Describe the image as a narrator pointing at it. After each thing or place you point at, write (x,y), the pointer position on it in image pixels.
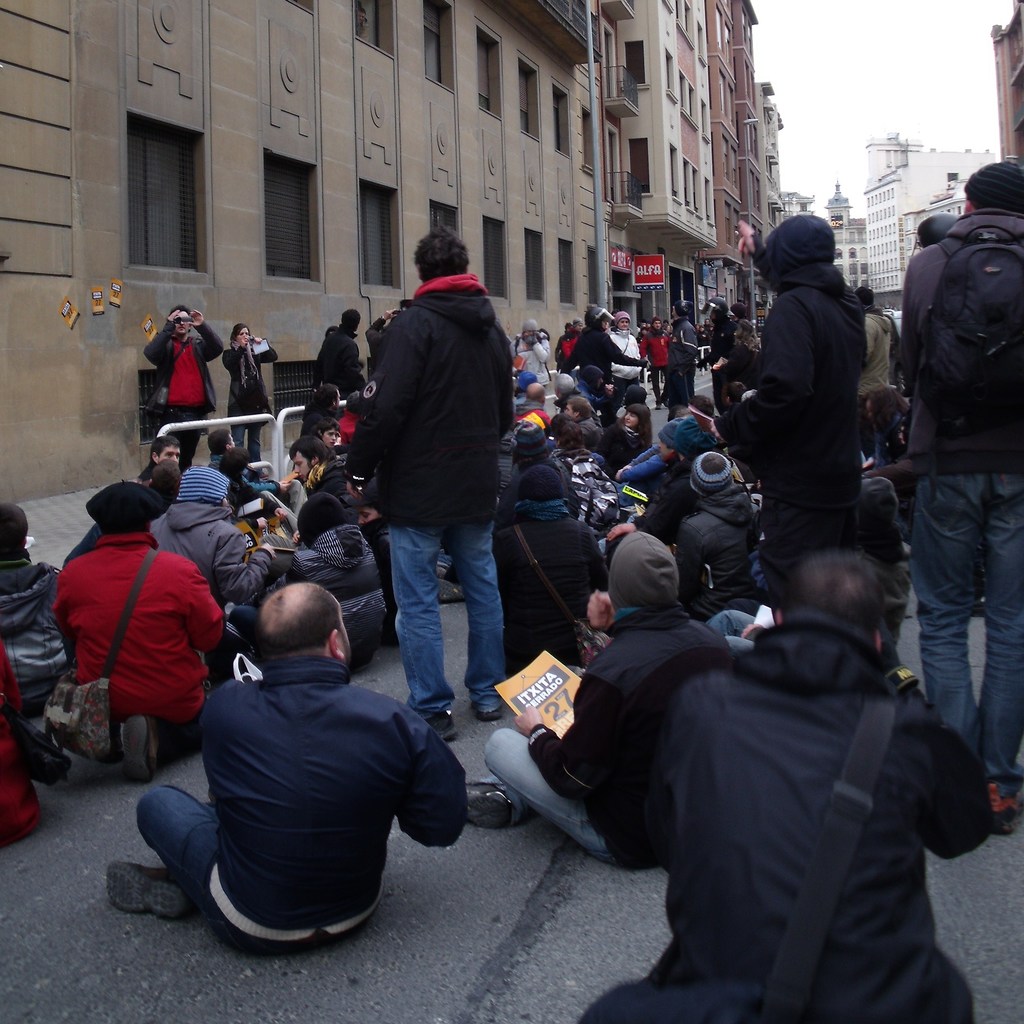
In this image we can see people (895,694) are sitting on the road (415,1014) and there are few people (756,260) standing on the road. In the background (220,223) we can see buildings (658,232), boards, poles (594,170), and sky (839,135).
